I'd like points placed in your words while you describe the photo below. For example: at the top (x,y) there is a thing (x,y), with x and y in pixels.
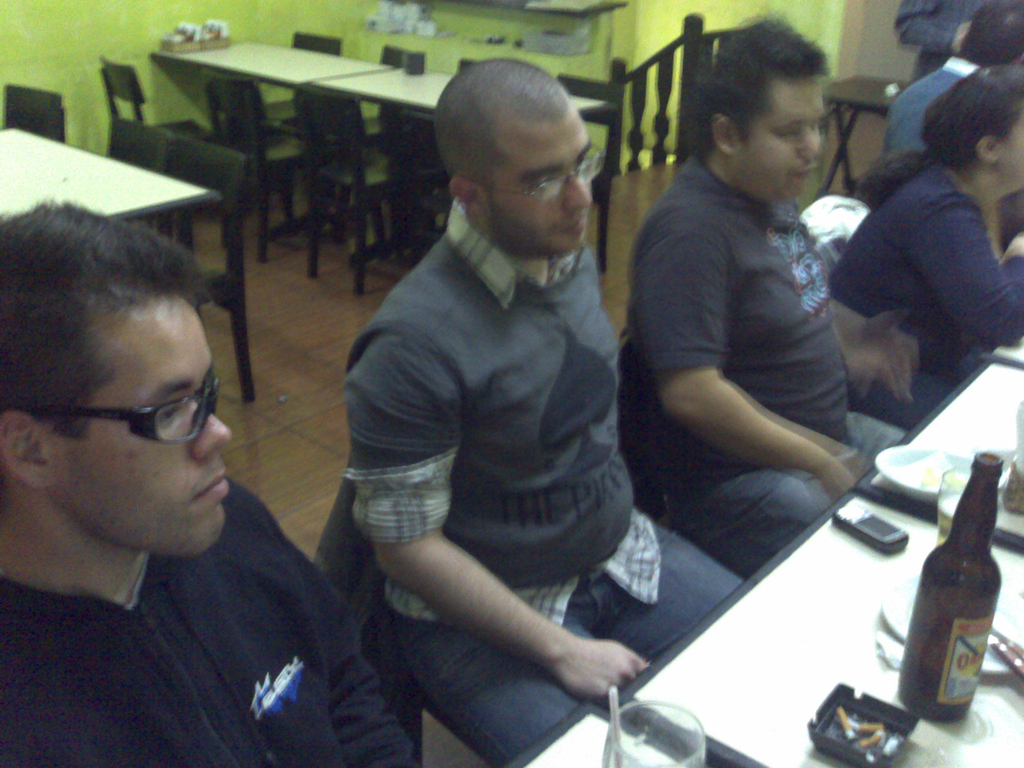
This picture is clicked inside the room (497,551). In the center (475,446) we can see the group of persons (742,357) sitting on the chairs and we can see a bottle (966,542), mobile phone (878,535) and some other objects (878,746) are placed on the top of the tables (749,622). In the background (675,19) we can see the chairs (385,119), tables (426,89), wall (560,70), persons (937,23) and railing (692,59) and some other objects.
